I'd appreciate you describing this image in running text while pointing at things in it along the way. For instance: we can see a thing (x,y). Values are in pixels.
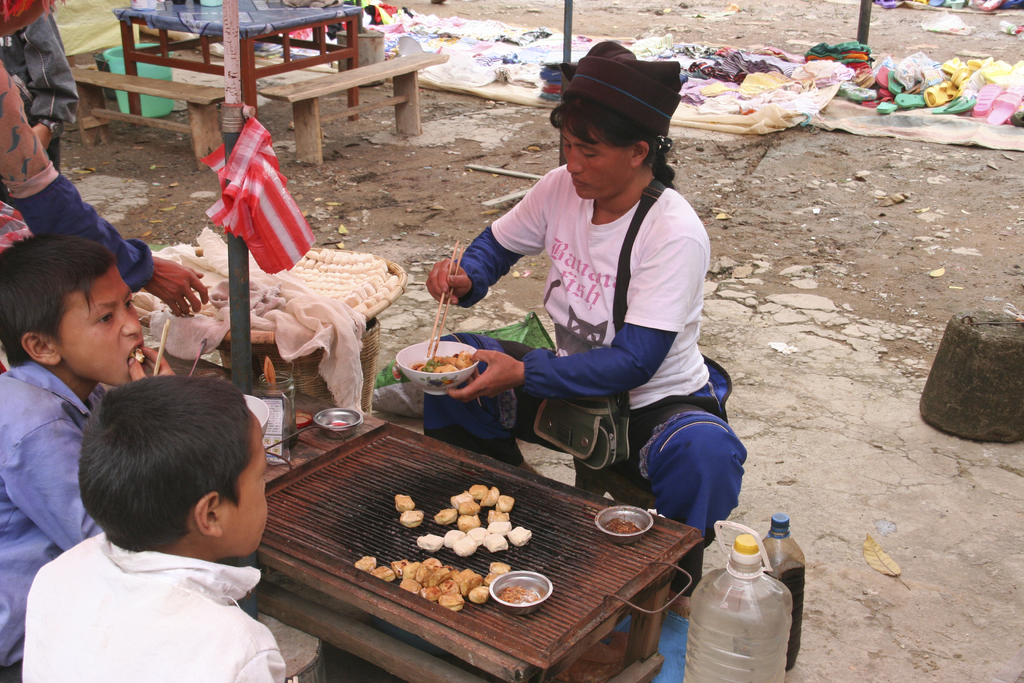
This picture is taken from the outside of the city. In this image, in the left corner (23,358), we can see two boys (98,504) sitting on the chair (272,624) in front of the table (547,672). In the middle of the image (648,321), we can see a person (672,263) sitting and holding a bowl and chopsticks (455,248) in hand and the person (666,252) is sitting in front of the table (555,574), on the table (601,546), we can see two cups (620,527) with some food items (524,593), we can also see some food items (376,571) on the table (336,518). On the right side (740,633), we can see two bottles (771,574) filled with some liquid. On the left side (71,194), we can also see hand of a person (122,265). On the left side (332,335), we can also see another table (327,294), on the table (266,314), we can see white color cloth (286,318). On the left side (233,303), we can see a pole (231,98), on the pole (232,111), we can see a red color cloth (279,204). On the right side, we can see an object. In the background (254,96), we can see some clothes (557,50), pole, table (326,37), chairs (200,104). At the bottom (553,460), we can see a land (850,266) with some stones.
